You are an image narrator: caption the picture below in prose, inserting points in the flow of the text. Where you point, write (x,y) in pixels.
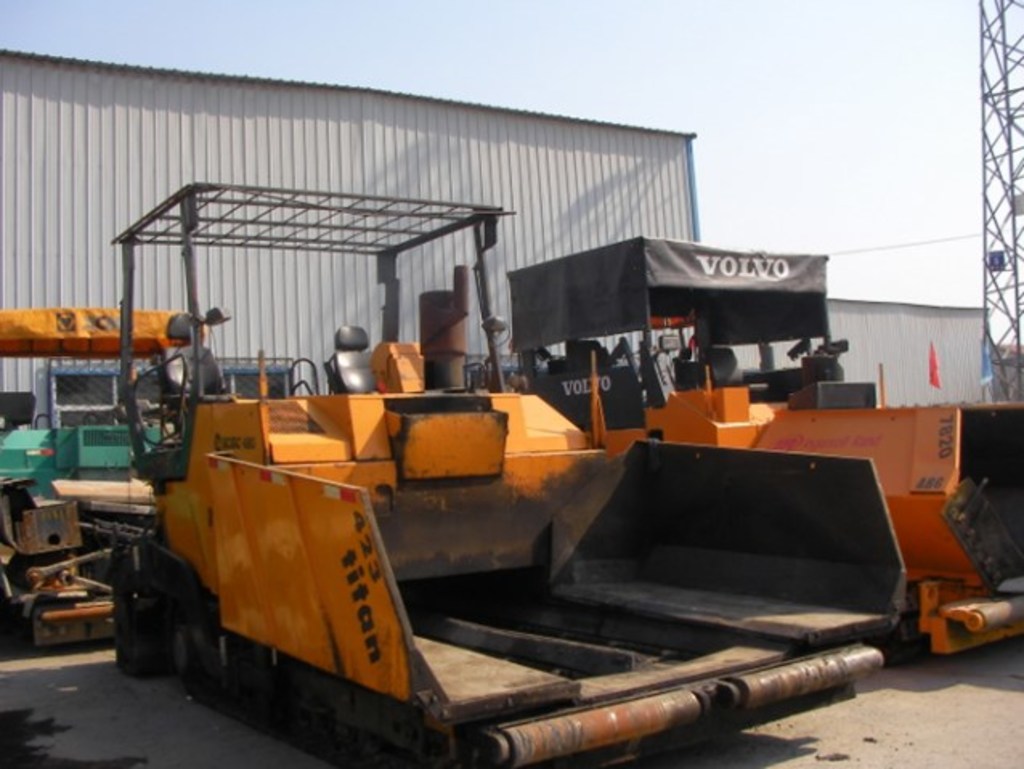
In this picture there are vehicles (652,700) and there is text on the vehicle (725,561). At the back (842,337) there is a building (25,289) and there are flags (983,351) and there is a tower (997,372). At the top (742,142) there is sky (816,147). At the bottom (938,672) there is a road (58,662).
